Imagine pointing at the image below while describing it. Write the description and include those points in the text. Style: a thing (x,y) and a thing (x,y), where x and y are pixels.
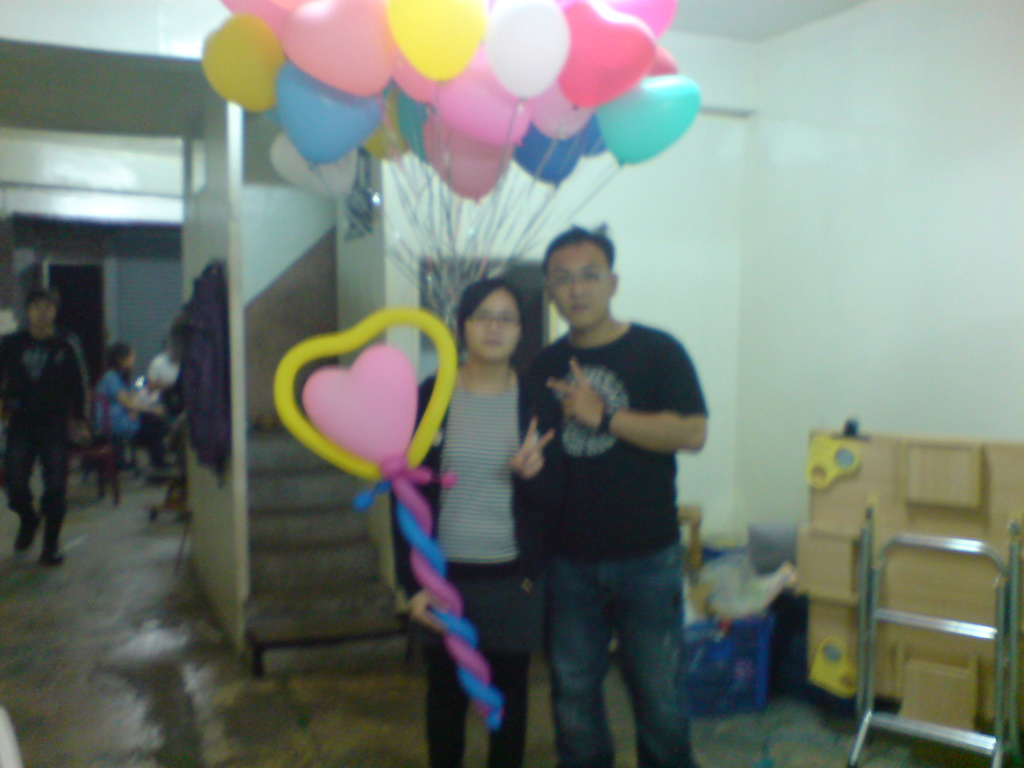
In this image, we can see a few people (527,572). Among them, two of them are standing in the center (500,447). On the left (46,548), we can see people (121,419) sitting and a person (80,380) walking. We can also see balloons (516,72) which are of different colors. There is a ladder (950,738) on the right (1000,742). We can also see the wall (829,241).
